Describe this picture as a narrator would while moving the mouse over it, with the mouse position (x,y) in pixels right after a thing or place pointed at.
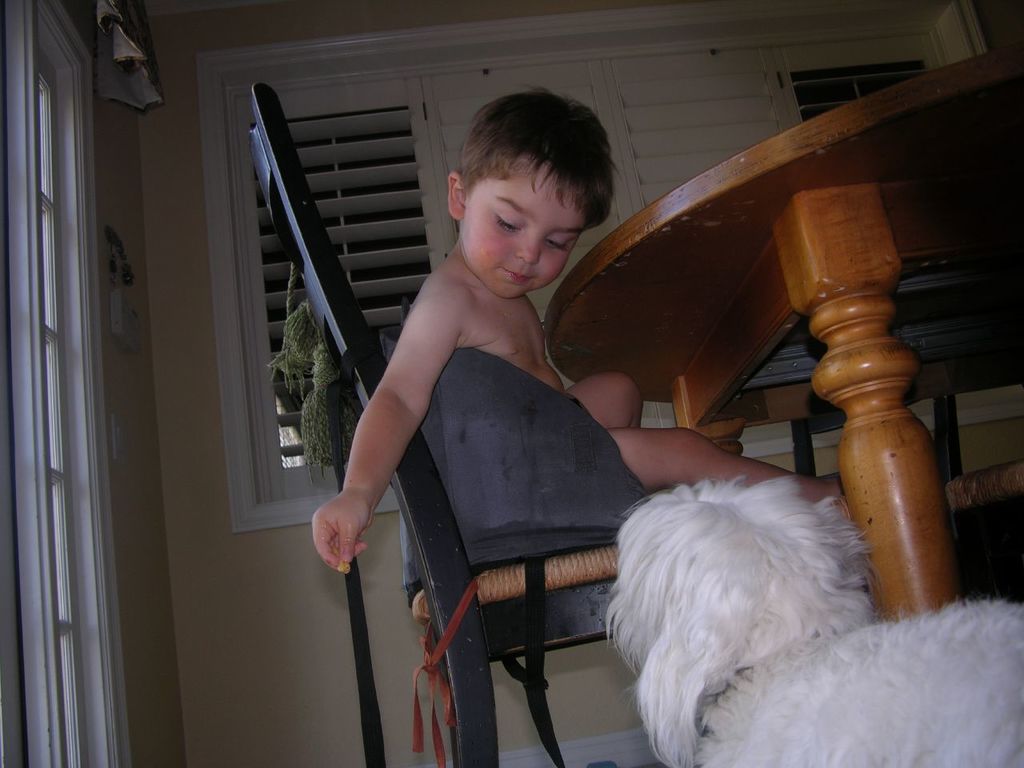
In this image there is a kid (582,234) sitting on the chair (463,669). Right bottom there is an animal (824,624). Beside there is a table (876,323). Background (43,455) there are windows (246,437) to the wall (219,570).
